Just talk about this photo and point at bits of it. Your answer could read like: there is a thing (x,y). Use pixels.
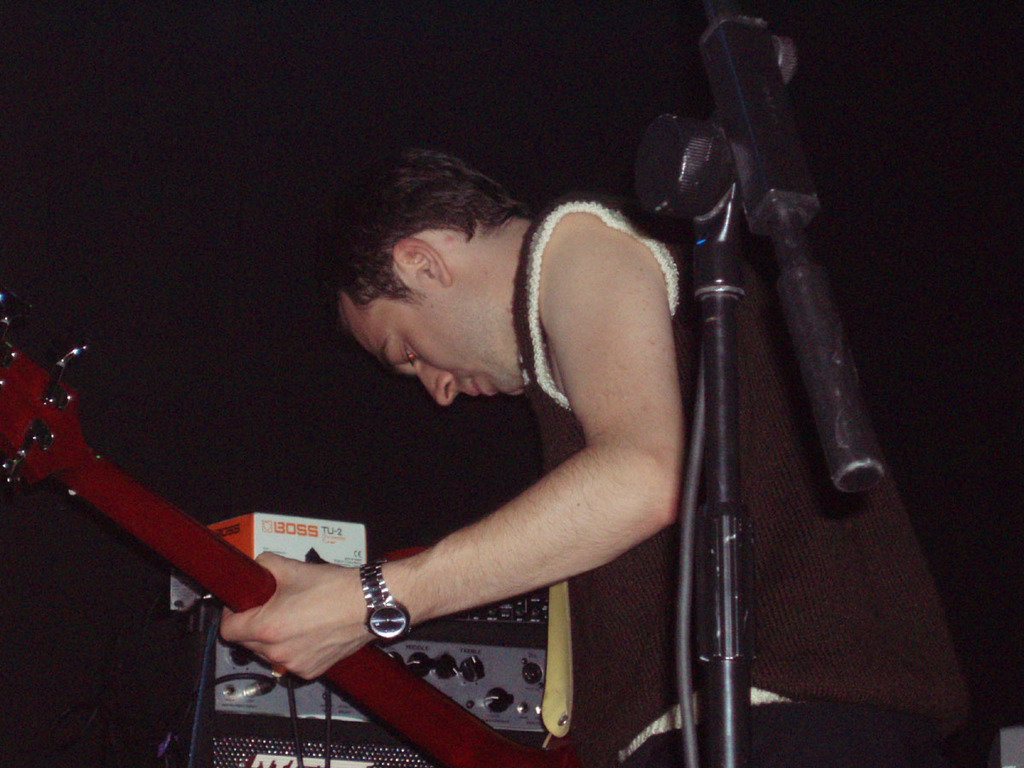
Here we see a man (651,350) playing a guitar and we see a microphone (809,286).
